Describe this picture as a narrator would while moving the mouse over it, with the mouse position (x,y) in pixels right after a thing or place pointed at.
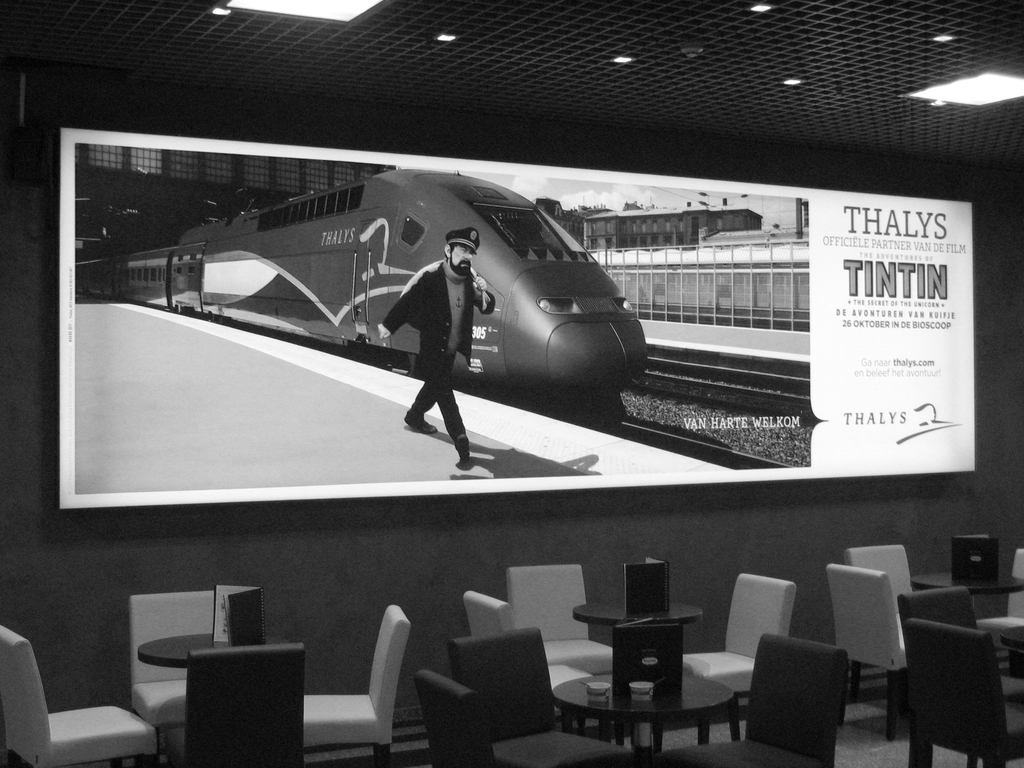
This is a black and white image. Here I can see a screen (443,426) which is attached to the wall (545,545). On the screen (386,351) I can see a man (483,295) walking on the platform (369,444). Beside him I can see a train (528,293) on the railway track (673,379), in the background (659,224) I can see the buildings (678,221). At the bottom of this image (271,709) I can see some tables (182,637) and empty chairs (501,700).
